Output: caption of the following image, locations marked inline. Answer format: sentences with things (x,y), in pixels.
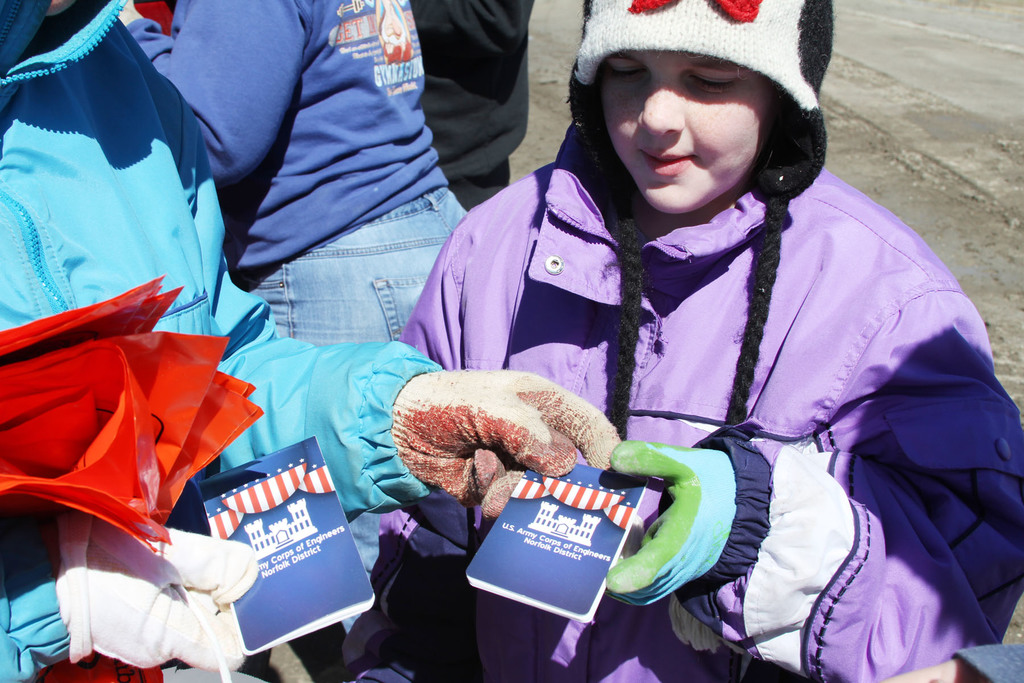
In this image I can see few people (435,309) and here I can see two of them are wearing jackets (181,324), gloves (216,548) and both of them are holding blue colour things (531,564). I can also see few red colour things (208,458) and here on these things (549,529) something is written. I can also see she is wearing a black and white colour cap (628,41).
